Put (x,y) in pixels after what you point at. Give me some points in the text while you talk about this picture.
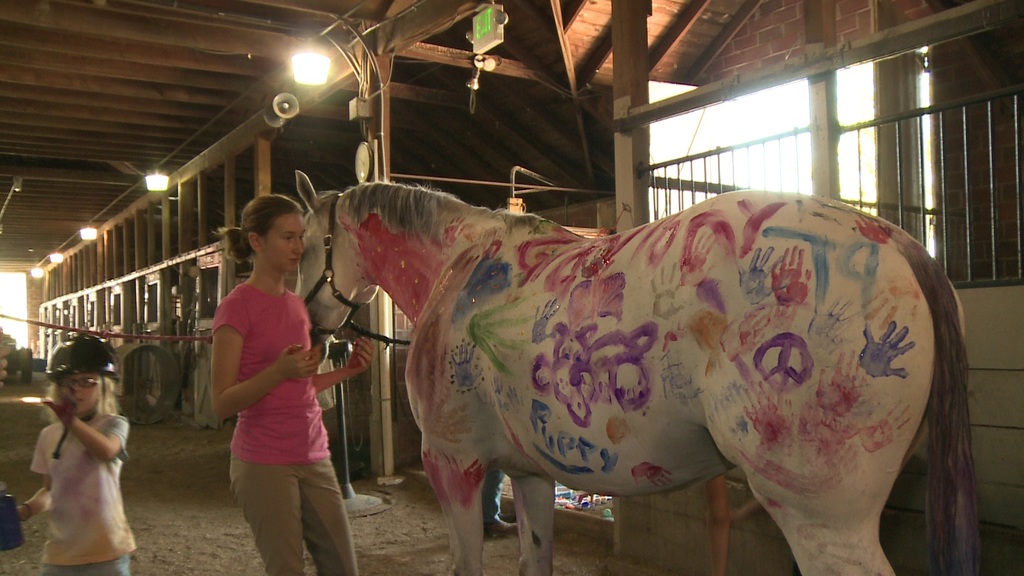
This picture shows a stable (256,149) and we see a woman (295,556), a horse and a girl (74,539) standing and we see few lights (166,189).
